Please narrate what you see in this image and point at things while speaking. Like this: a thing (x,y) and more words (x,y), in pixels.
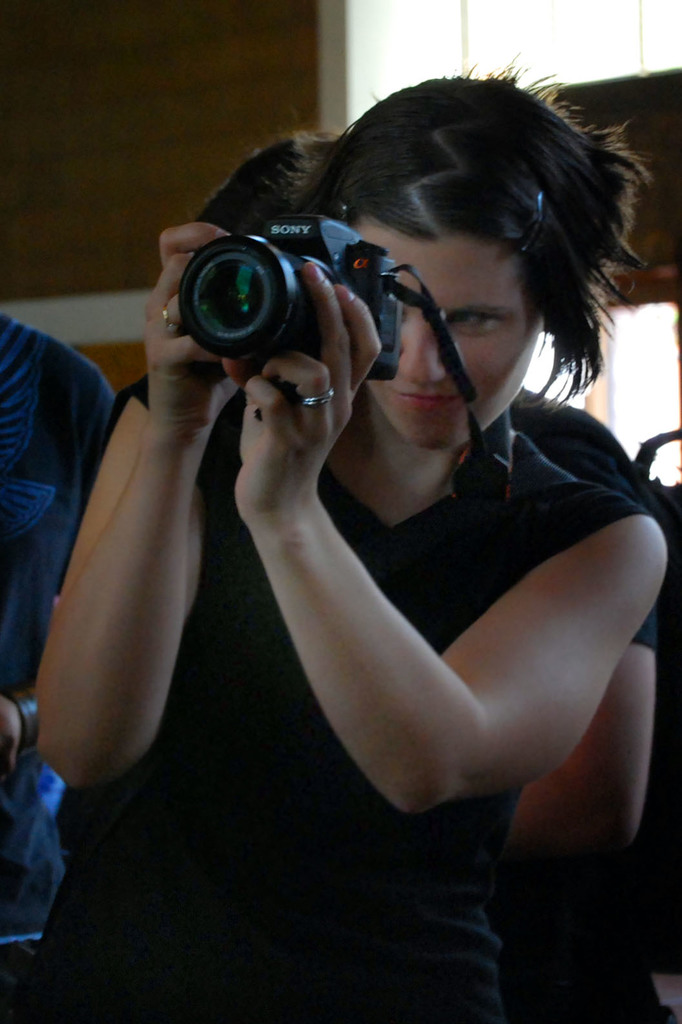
In this image I can see a woman (162,723) is holding a camera (202,339) and she is wearing a black top (334,787). In the background (33,663) I can see few more people (306,149).
